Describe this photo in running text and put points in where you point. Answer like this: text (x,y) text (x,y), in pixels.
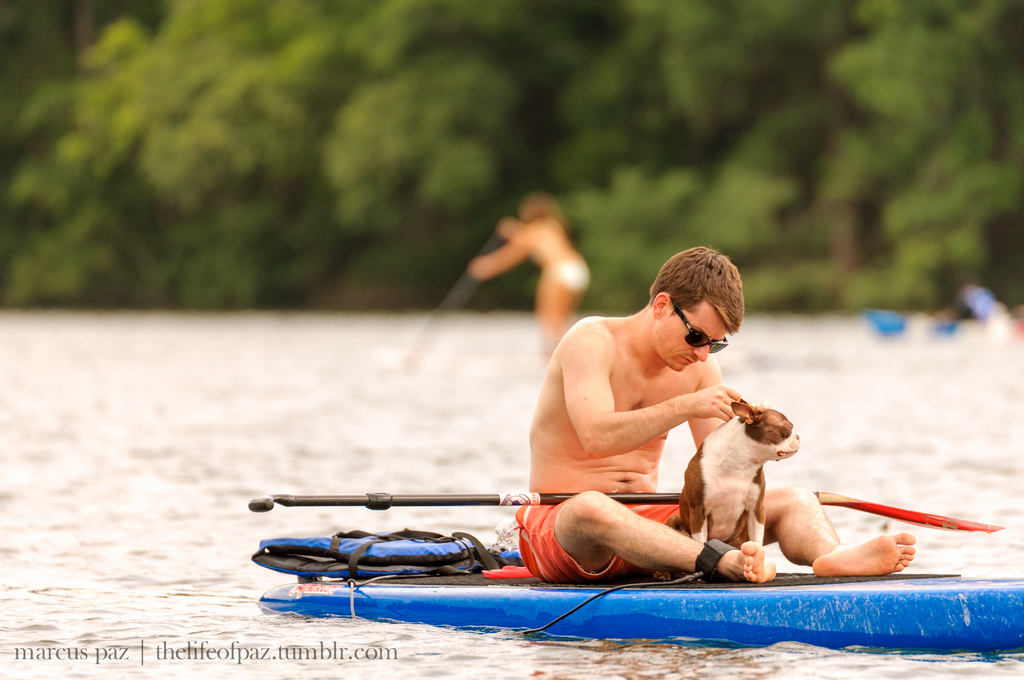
In this image in front (675,549) there is a person (623,462) with the dog (752,531) sitting on the surfing board (961,604). Behind him there are two other surfing boards (939,328). At the bottom (329,475) there is water (186,548). In the background (749,62) there are trees (431,308).
